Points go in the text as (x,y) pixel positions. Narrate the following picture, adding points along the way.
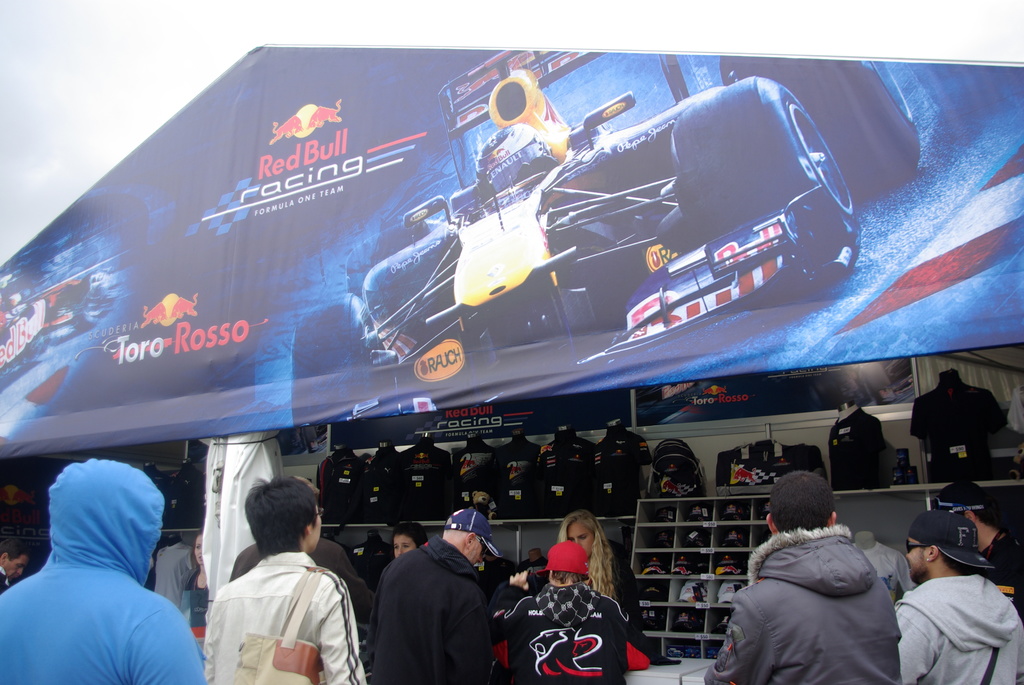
In this image I can see number of people (924,533) are standing in the front (777,556) and I can see all of them are wearing jackets (540,624). In the background (417,457) I can see number cloths (950,458), few boards (576,332) and on these boards (461,344) I can see something is written.
